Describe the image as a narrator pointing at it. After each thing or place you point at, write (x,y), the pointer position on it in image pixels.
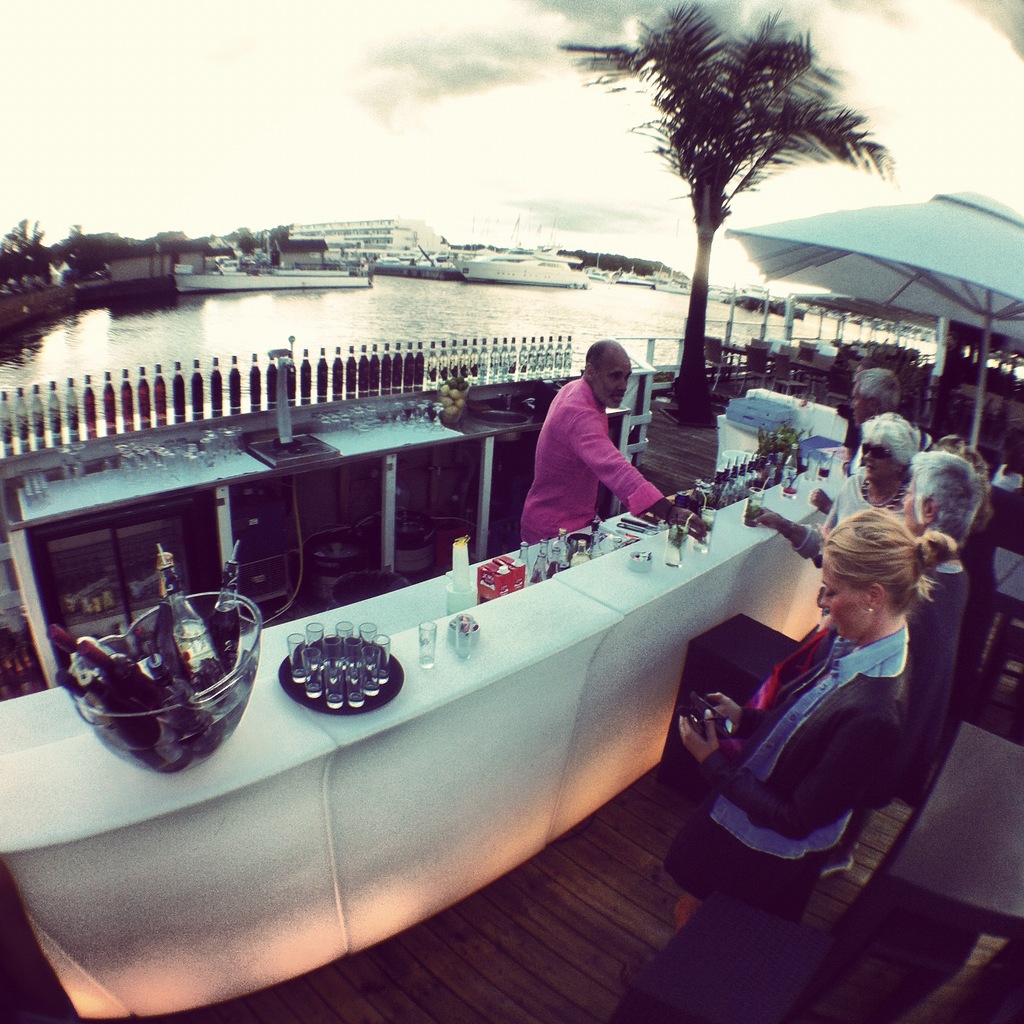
Here we can see a cafeteria place (661,426) where a man (630,487) is serving the drinks (756,499) to the group of people (872,438) and also we have some bottles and a tree (665,98) and behind them there is a sea (428,326).
